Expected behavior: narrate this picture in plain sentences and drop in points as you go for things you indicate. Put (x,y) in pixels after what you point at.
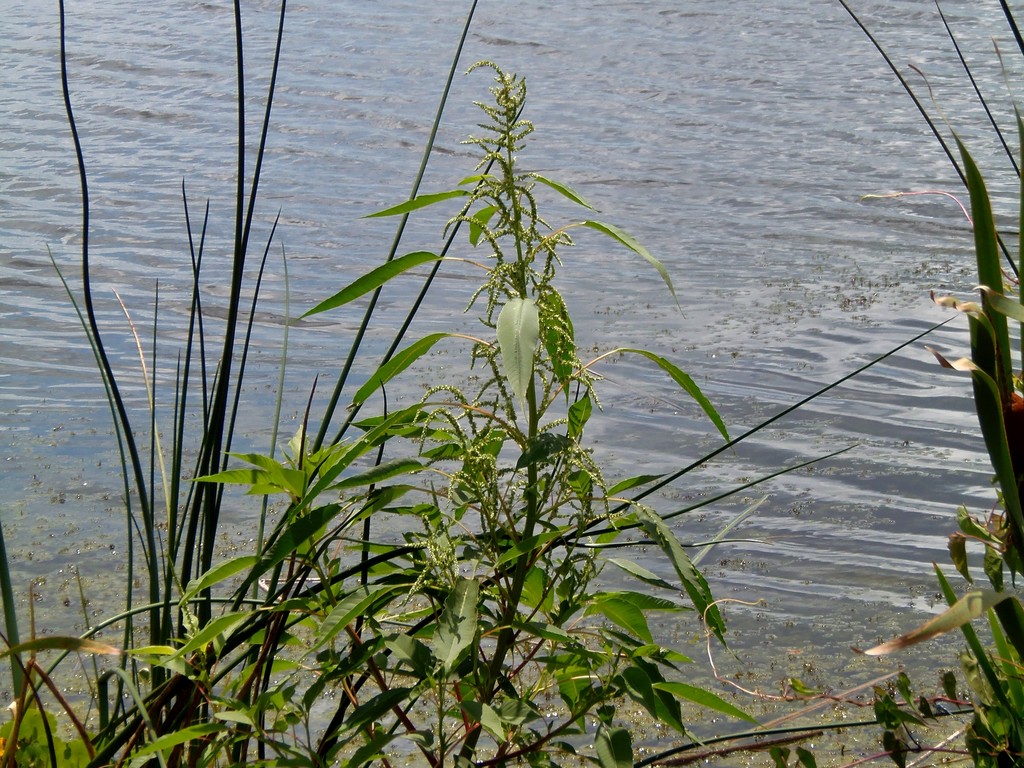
This picture might be taken from outside of the city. In this image, we can see some plants (260,523) and grass (202,523). In the background (606,34), we can see a water (826,222) in a lake (848,425).
